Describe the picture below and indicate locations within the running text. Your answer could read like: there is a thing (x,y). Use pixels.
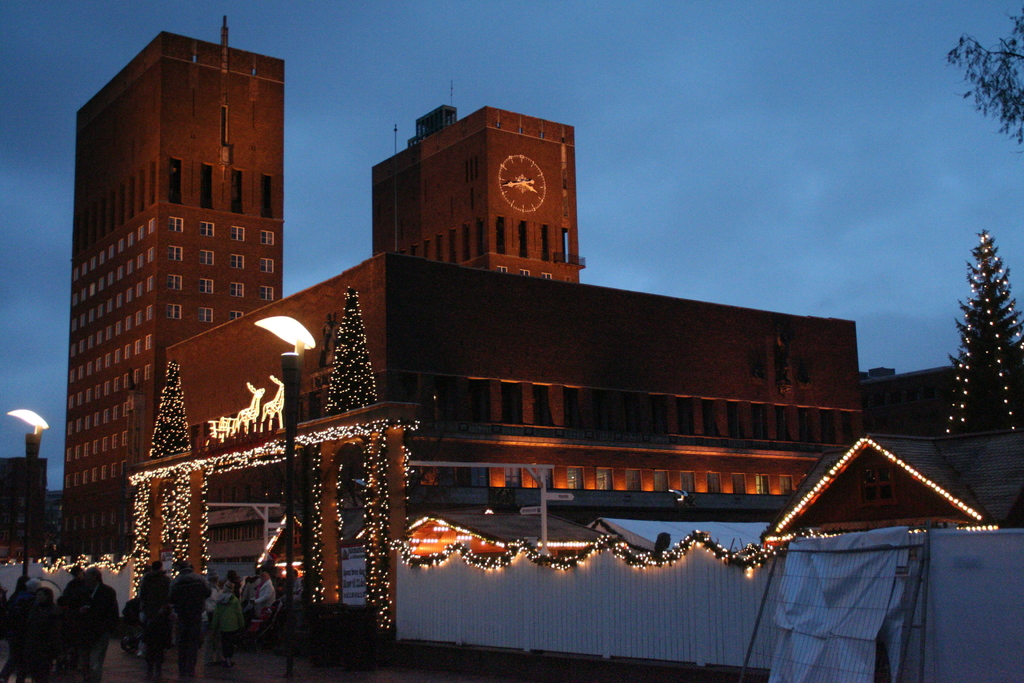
To the bottom left of the image (76,603) there are few people (79,619) standing. In front of them there is an arch (342,428) with lighting (278,411). And to the right corner of the image (801,560) there is a white fencing wall (617,583) with decorative lights (612,542). Behind the wall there are houses (434,528) with roofs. And to the roofs (462,513) there are lights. And in the background (510,169) there are buildings (481,162) with windows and walls (480,190). And to the top of the image (696,186) there is a blue sky (346,142).
